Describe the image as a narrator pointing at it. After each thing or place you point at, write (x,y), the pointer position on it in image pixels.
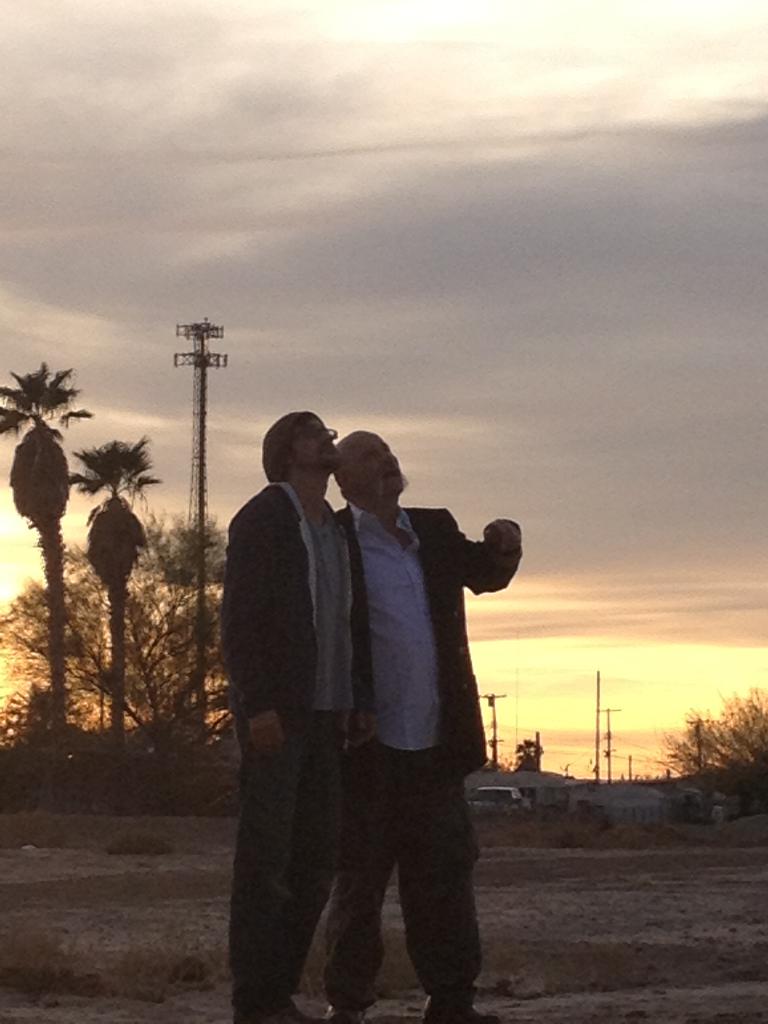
This image is taken outdoors. At the top of the image (369,233) there is the sky (409,247) with clouds (516,399). At the bottom of the image (586,965) there is a ground (130,962) with grass (76,962) on it. In the background (75,676) there are a few trees (119,725) and plants (724,788) on the ground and there are a few poles (492,699) and there is a tower (201,466). A vehicle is parked on the ground (686,950). In the middle of the image (298,605) two men (296,754) are standing on the ground (621,945).
